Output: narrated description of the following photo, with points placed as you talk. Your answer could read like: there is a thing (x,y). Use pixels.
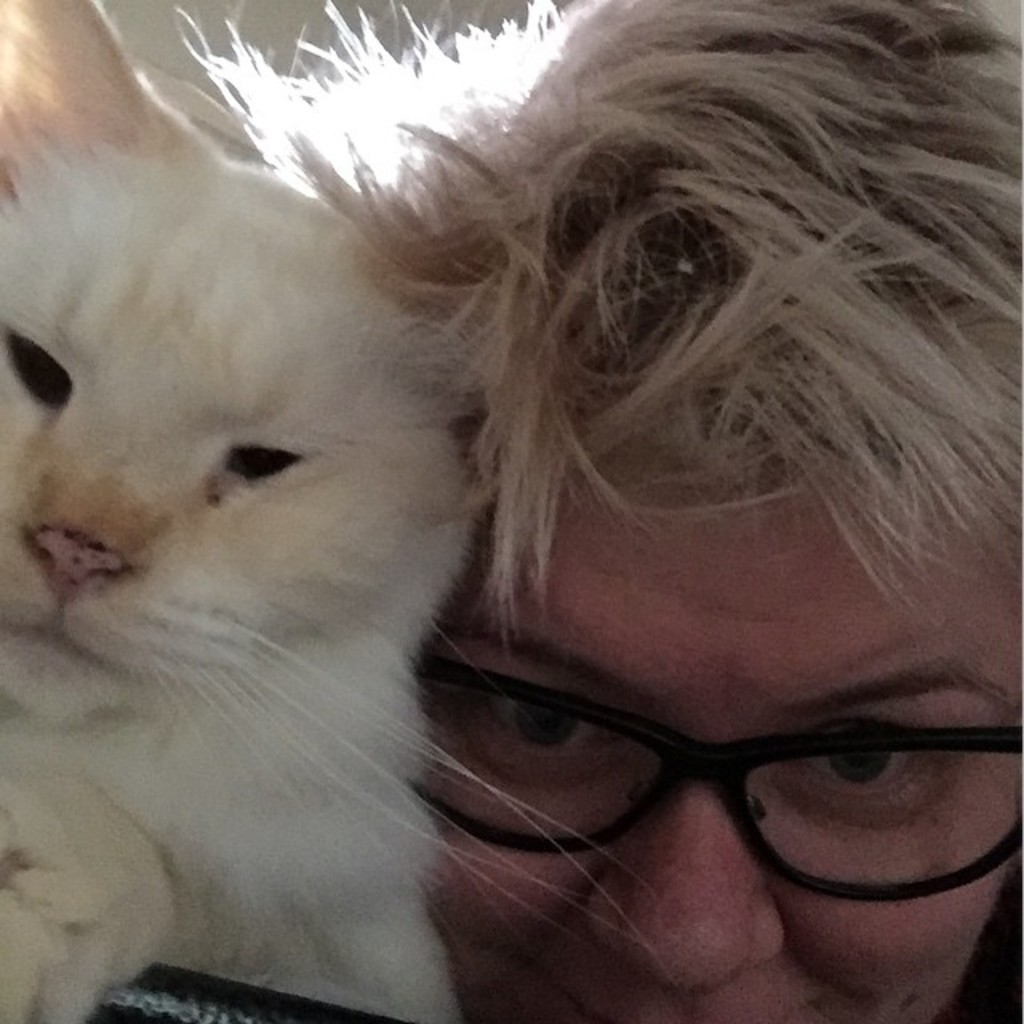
This is the picture of a person (780,660) who has white hair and spectacles (851,747) and a cat (110,757) which is in white color.
